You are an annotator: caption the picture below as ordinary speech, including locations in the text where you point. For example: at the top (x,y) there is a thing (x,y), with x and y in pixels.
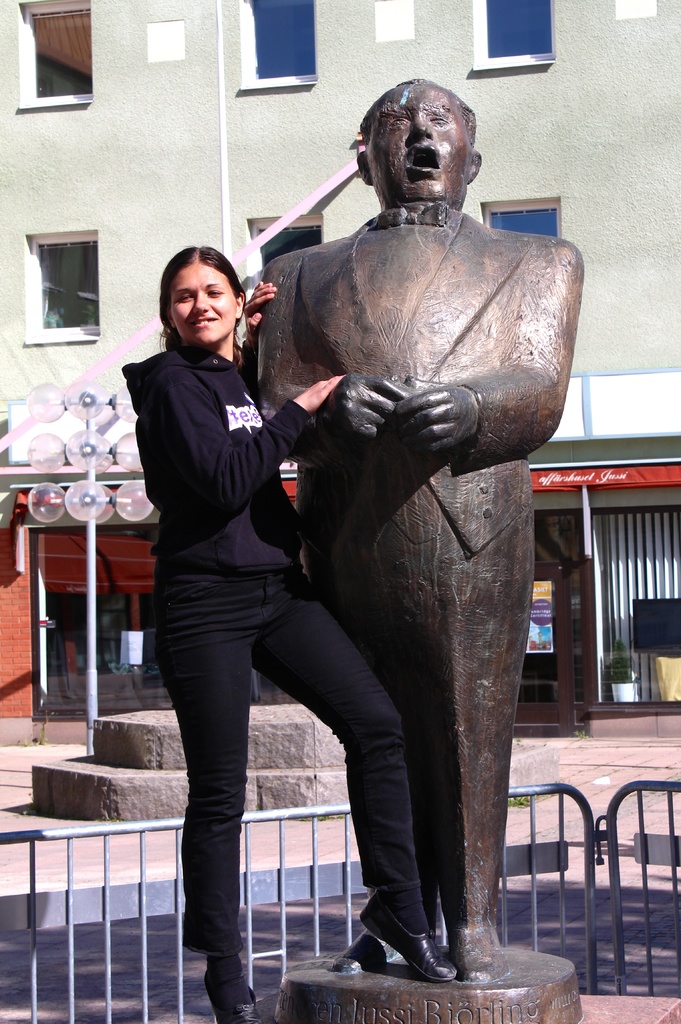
This picture is clicked outside. On the left (188,369) we can see a woman (241,431) standing. On the right (486,292) there is a sculpture (463,465) of a person (456,798). In the background (561,899) we can see the guard rail (533,787) and we can see the building (131,171), windows (84,277) of the building (94,246) and we can see the lights (82,507) attached to the pole (94,629) and some other objects (649,657).
